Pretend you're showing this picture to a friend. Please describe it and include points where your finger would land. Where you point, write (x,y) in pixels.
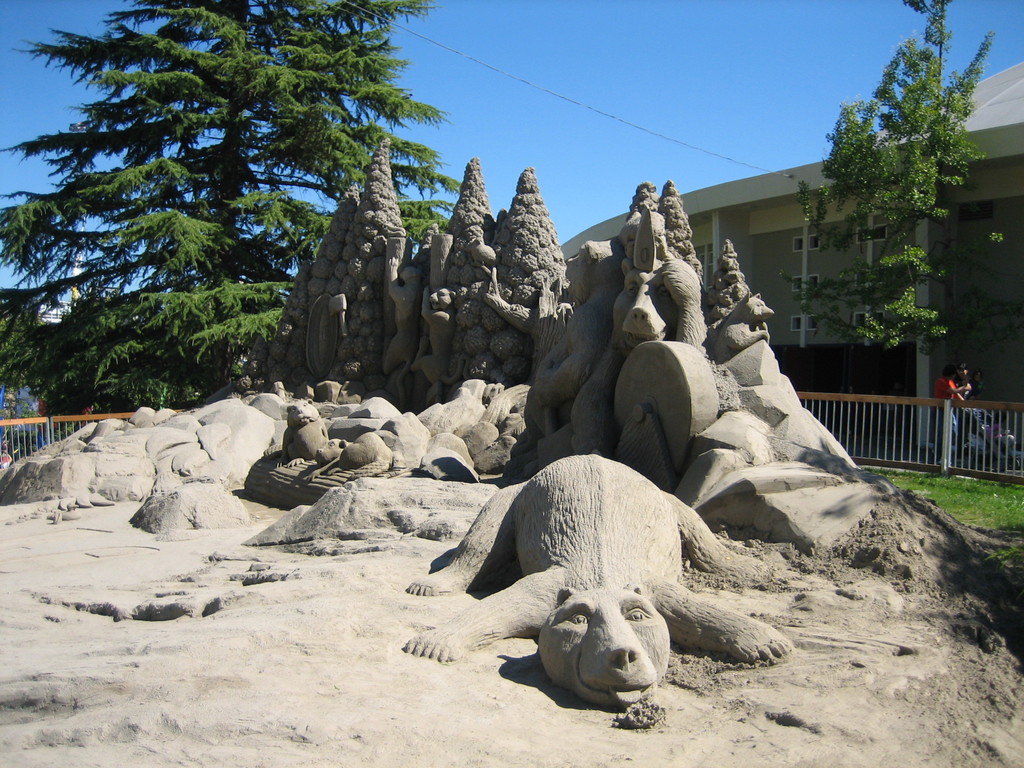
Here we can see a sand carving (405,534). Background (975,177) there is a buildings (790,193), fence (913,424) and trees (168,194). Sky (747,106) is in blue color.
